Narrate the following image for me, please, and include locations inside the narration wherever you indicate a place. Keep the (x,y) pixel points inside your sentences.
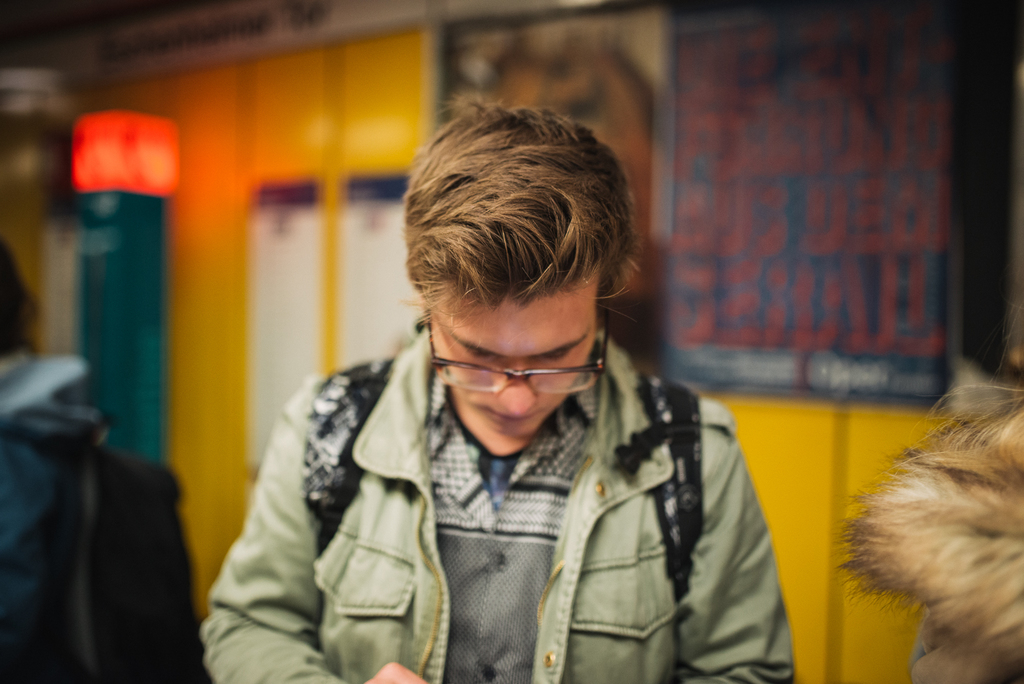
In this image, we can see a person (614,432) on the blur background. This person (603,509) is wearing clothes (449,635) and spectacles (544,381).
